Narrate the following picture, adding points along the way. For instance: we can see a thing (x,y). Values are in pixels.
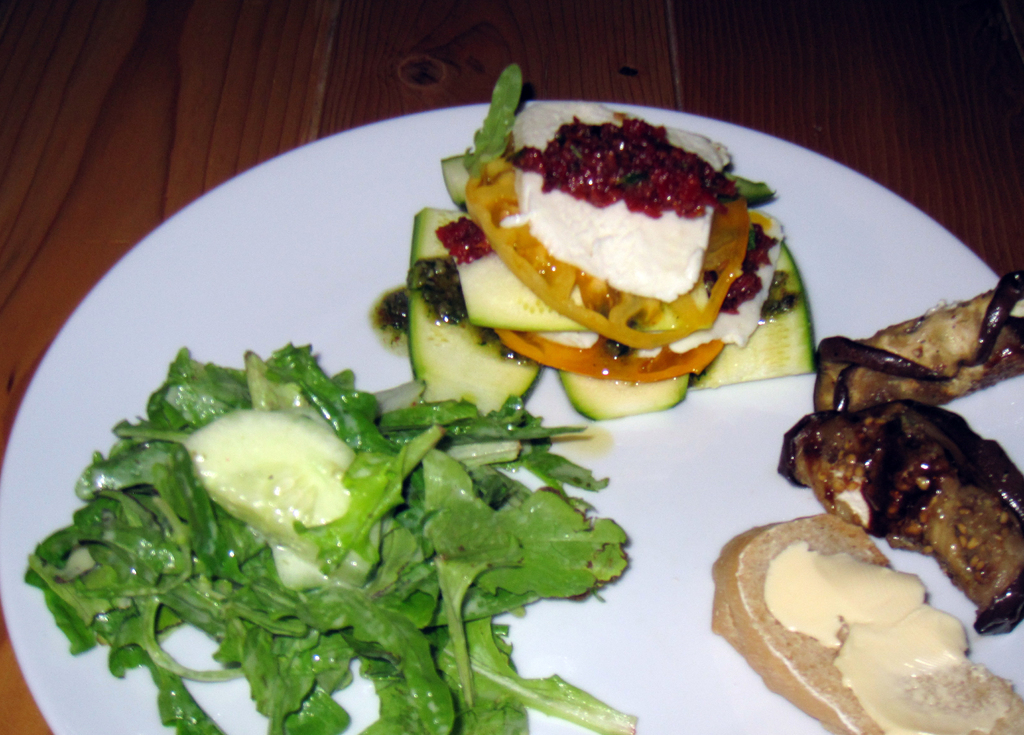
There are food items (341,433) on a plate (704,474) on a wooden surface (47,350).
